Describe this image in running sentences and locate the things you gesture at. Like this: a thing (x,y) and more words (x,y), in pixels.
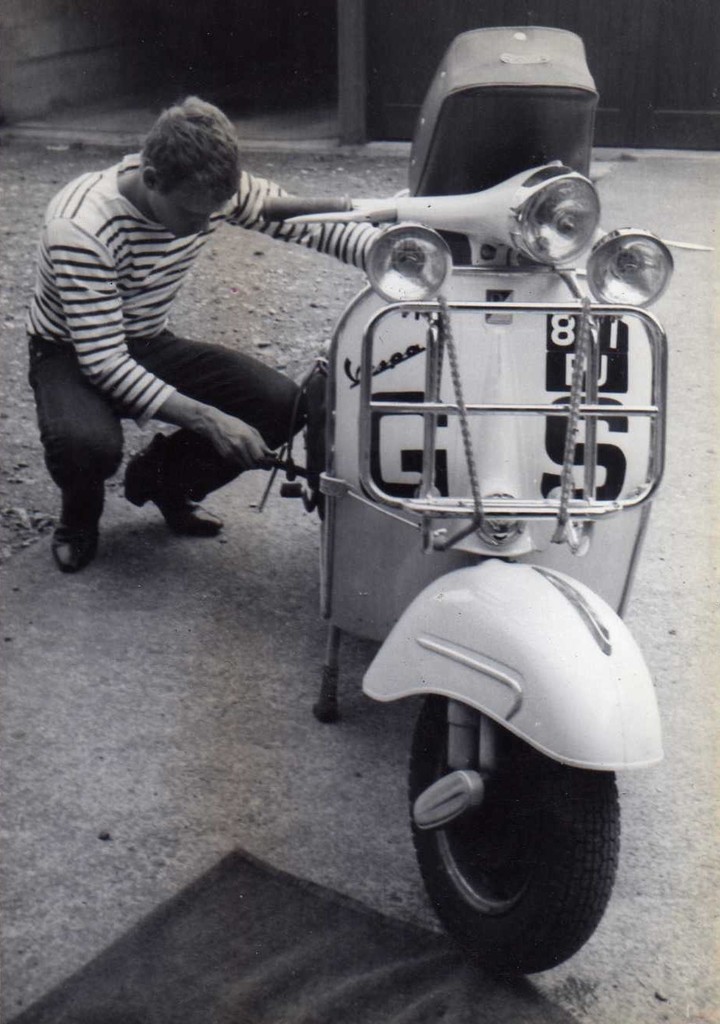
This is a black and white image. On the right side of the image (632,251) we can see a scooter (557,365). On the left side of the image (147,299) we can see a man (348,253) is sitting on his knees (284,417) and holding an object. In the background of the image (696,227) we can see the ground (280,670), pole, wall (69,28). At the bottom of the image (340,972) we can see a mat (389,983).
